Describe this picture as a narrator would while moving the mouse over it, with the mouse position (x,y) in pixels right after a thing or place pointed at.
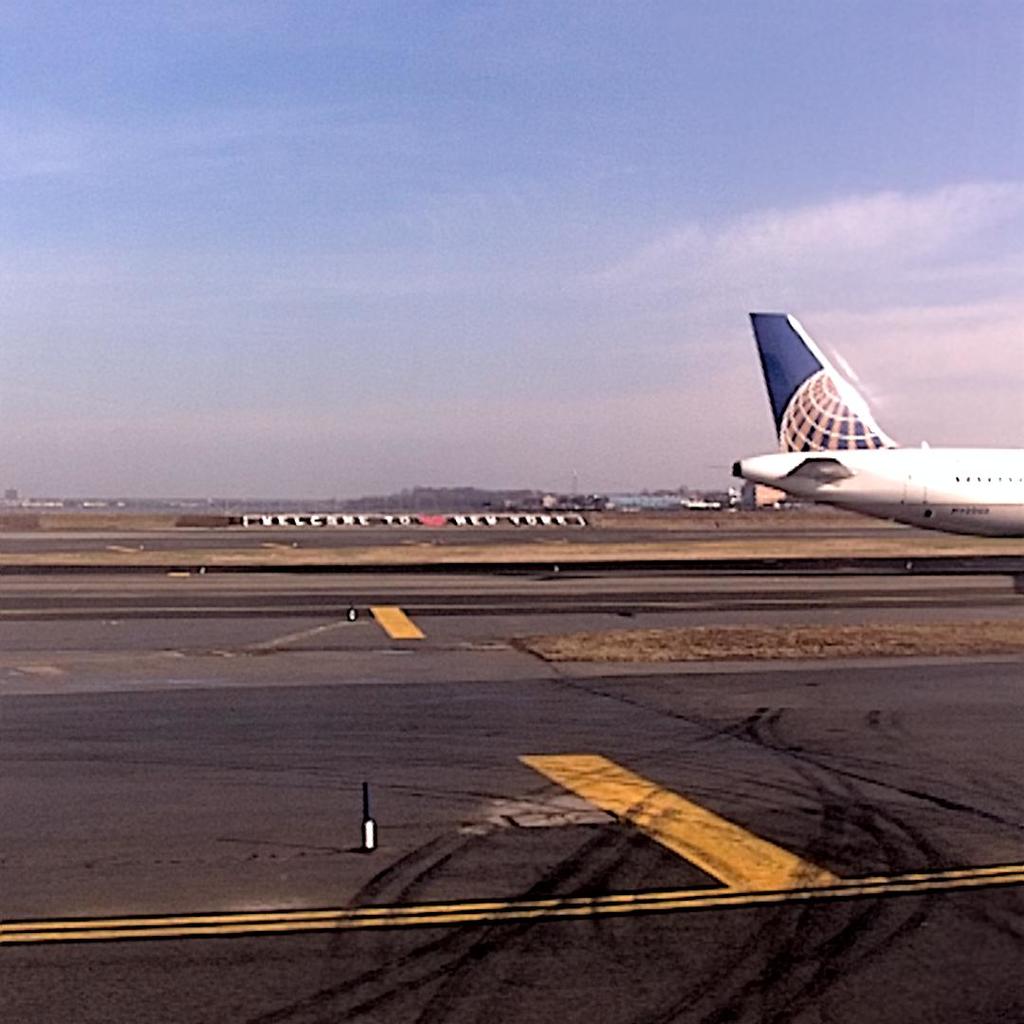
In this image I can see an aircraft (824,490) on the road (853,598). In the background (387,503) I think there are some trees (454,511) can be seen. I can also see the clouds (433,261) and the sky (251,125) in the back (232,149).
